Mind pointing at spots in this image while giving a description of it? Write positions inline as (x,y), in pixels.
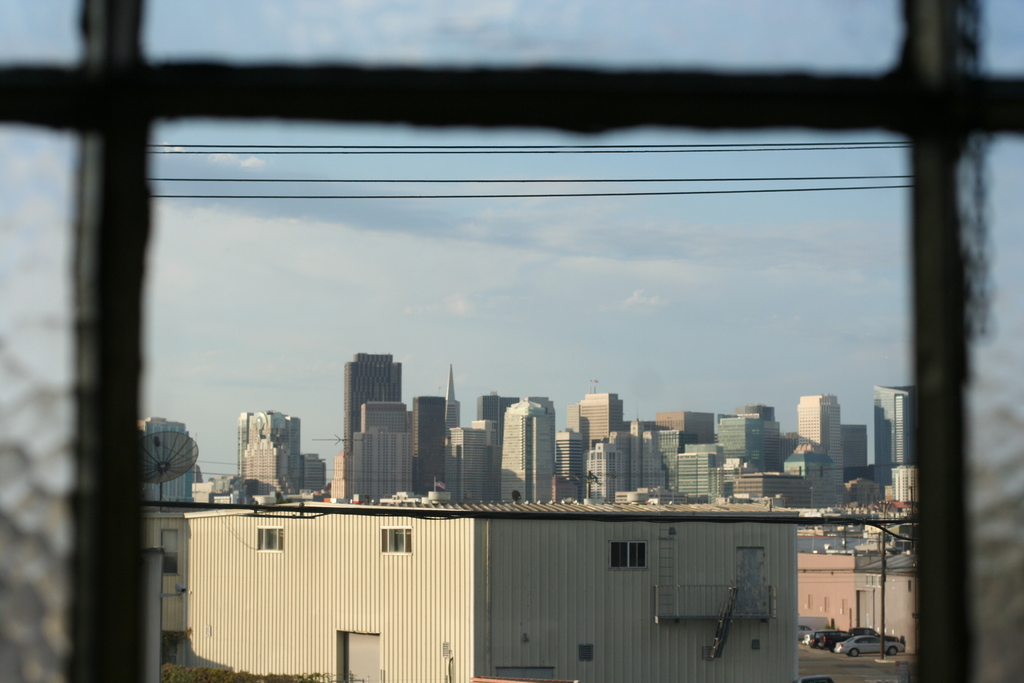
In this picture I can see a shed (488,544) in the foreground (492,568). I can see group of buildings (574,467) in the background (386,469). I can see cars (864,641) in the bottom right-hand corner (876,638). I can see there are clouds (624,272) in the sky (633,286).
